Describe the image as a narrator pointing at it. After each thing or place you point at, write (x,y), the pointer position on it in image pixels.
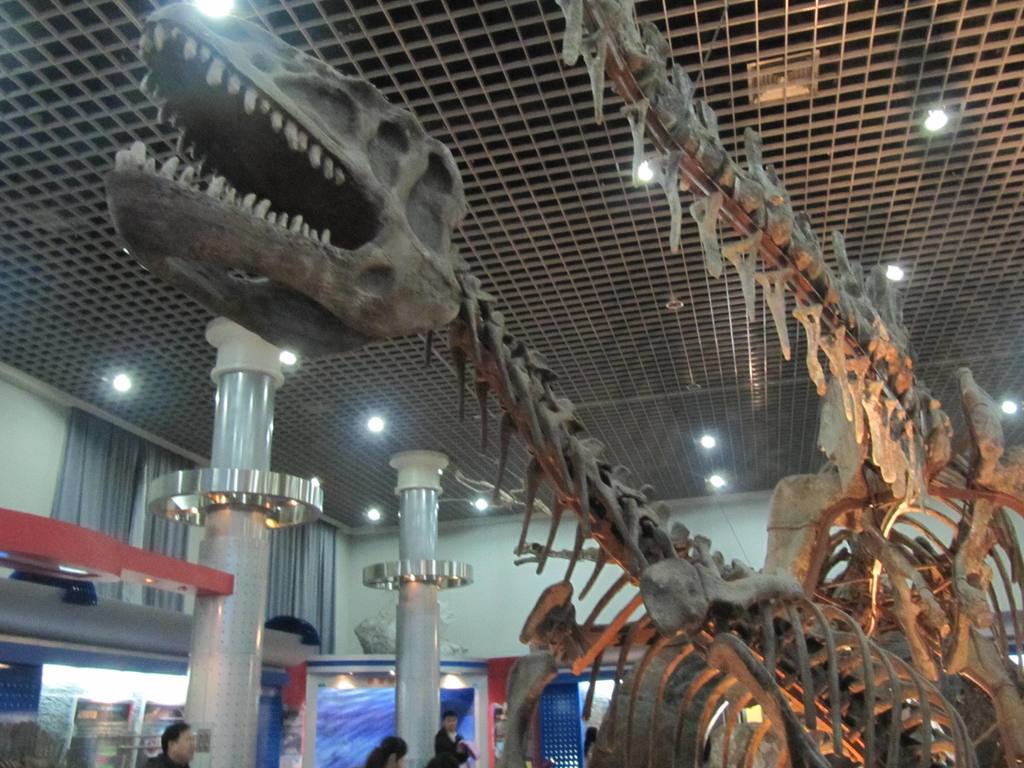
In this image we can see the skeletons (772,585) of the animals (777,597), there are some pillars (250,545), people (377,767), curtains (147,485), posters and the wall (515,580), at the top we can see some lights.
